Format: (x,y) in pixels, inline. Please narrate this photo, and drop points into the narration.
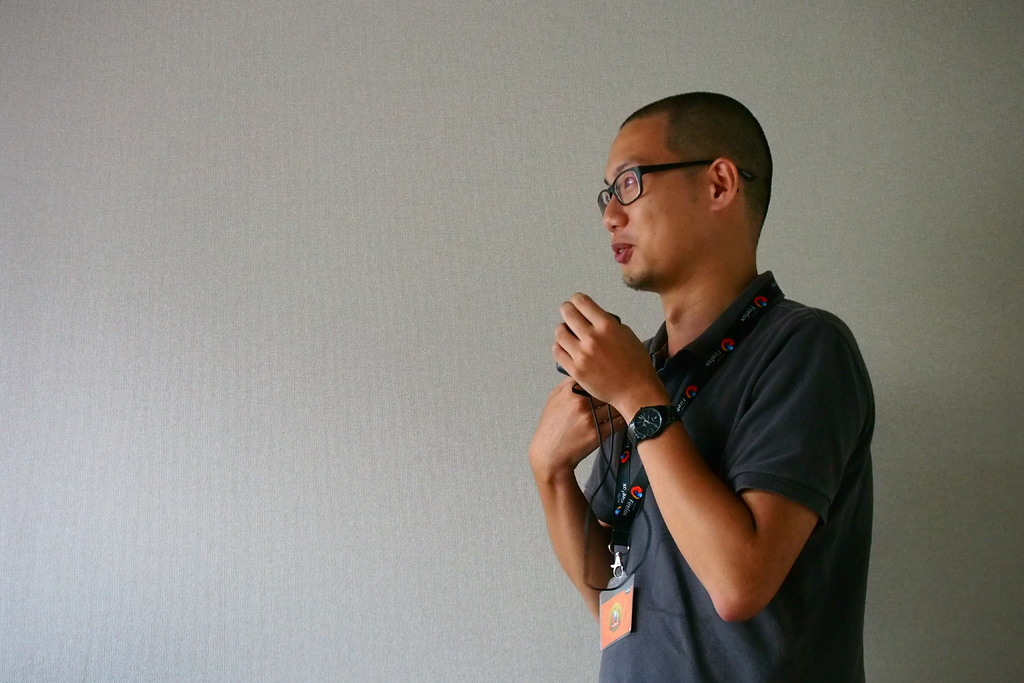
In this picture, we can see a person (733,444) holding some objects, and we can see the wall (266,465).
